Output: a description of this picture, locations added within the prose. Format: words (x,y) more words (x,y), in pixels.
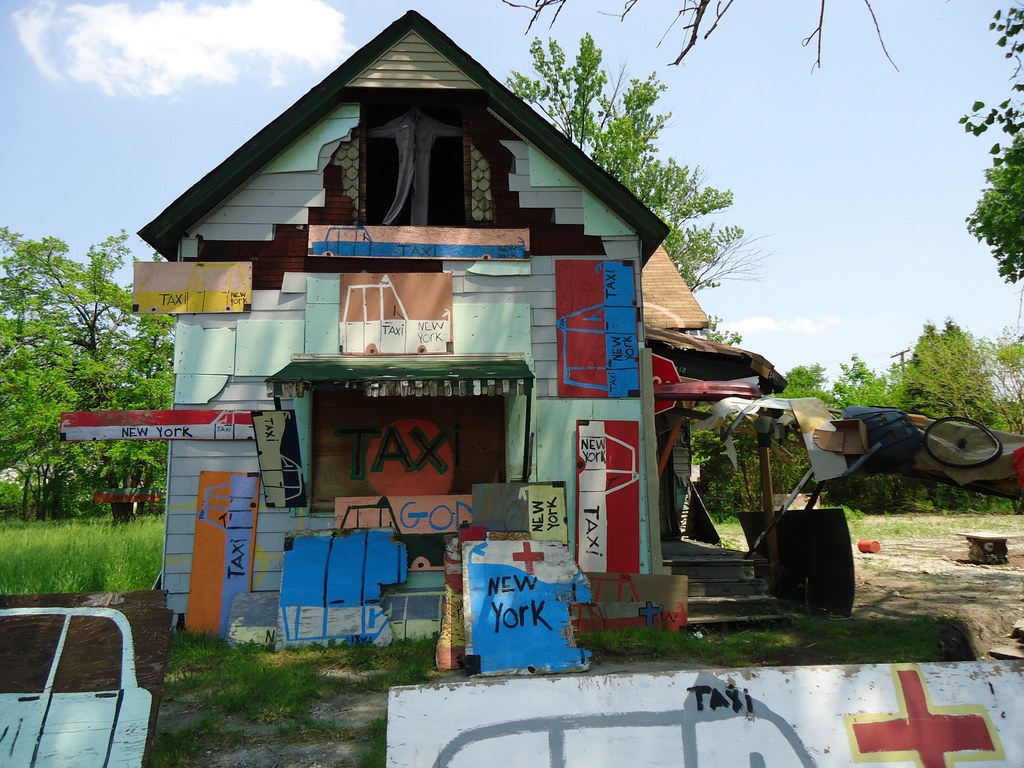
In the center of the image (518,412) there is a shed (543,431) and we can see boards (481,723). In the background (846,394) there is trees (925,410), pole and sky (94,152).
